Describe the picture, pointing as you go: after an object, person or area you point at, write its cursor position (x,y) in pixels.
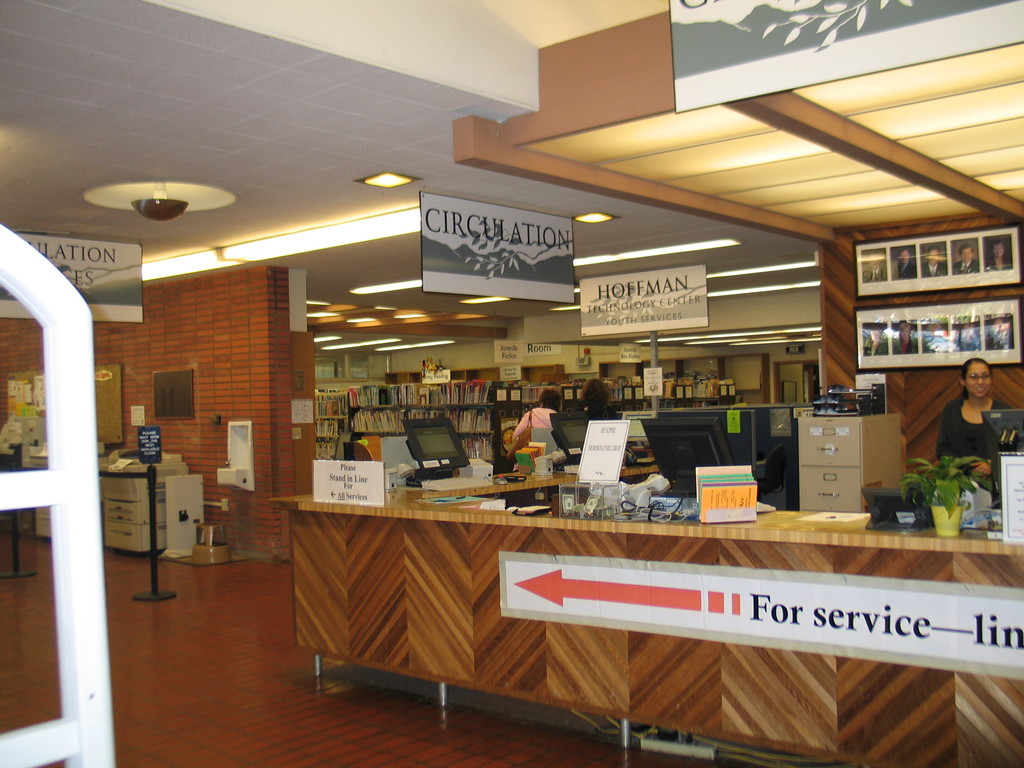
In this image I see the desk (489,494) over here on which there are many things (589,465) and I see the monitors (698,449) and I see a woman (969,402) over here and on this wall (941,392) I see the photo frames (965,326) and I see few boards (638,290) on which there is something written and I see few things (104,481) over here. In the background (673,378) I see the books (491,382) on these racks (425,391) and I see the lights (381,225) on the ceiling (305,160) and I see something is written over here too and I see an arrow (653,589) over here.
